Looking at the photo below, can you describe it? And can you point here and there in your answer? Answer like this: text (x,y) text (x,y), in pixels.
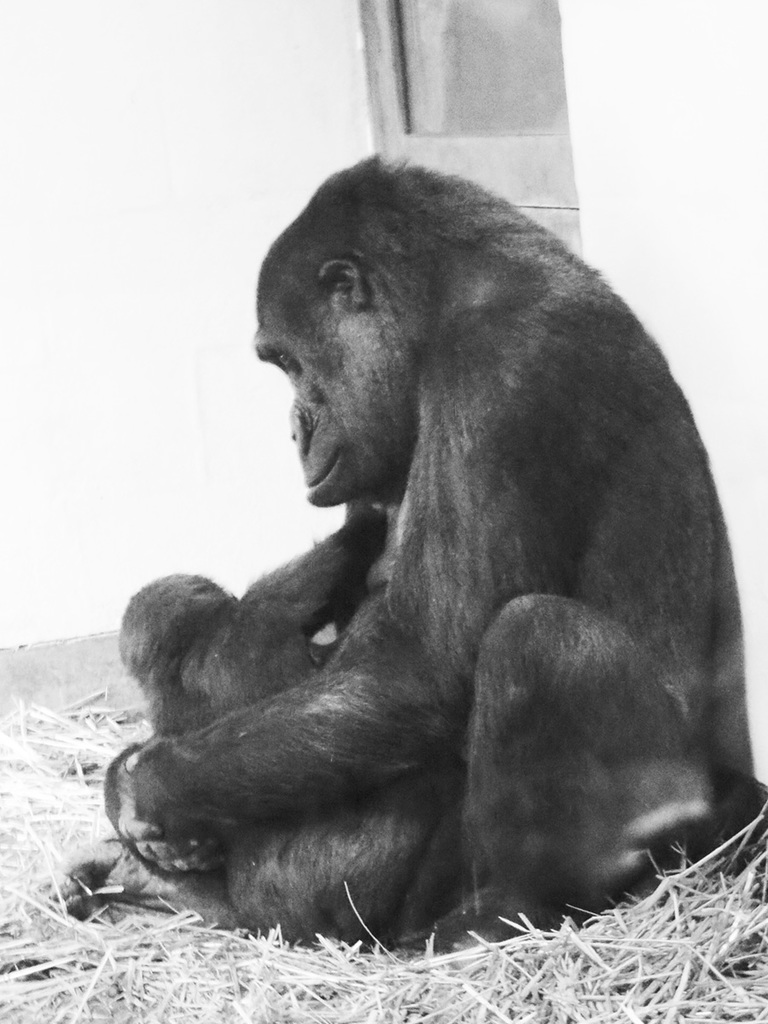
Here we can see gorilla (552,558), infant gorilla (194,603), dried grass (161,1023) and wall (218,114).
